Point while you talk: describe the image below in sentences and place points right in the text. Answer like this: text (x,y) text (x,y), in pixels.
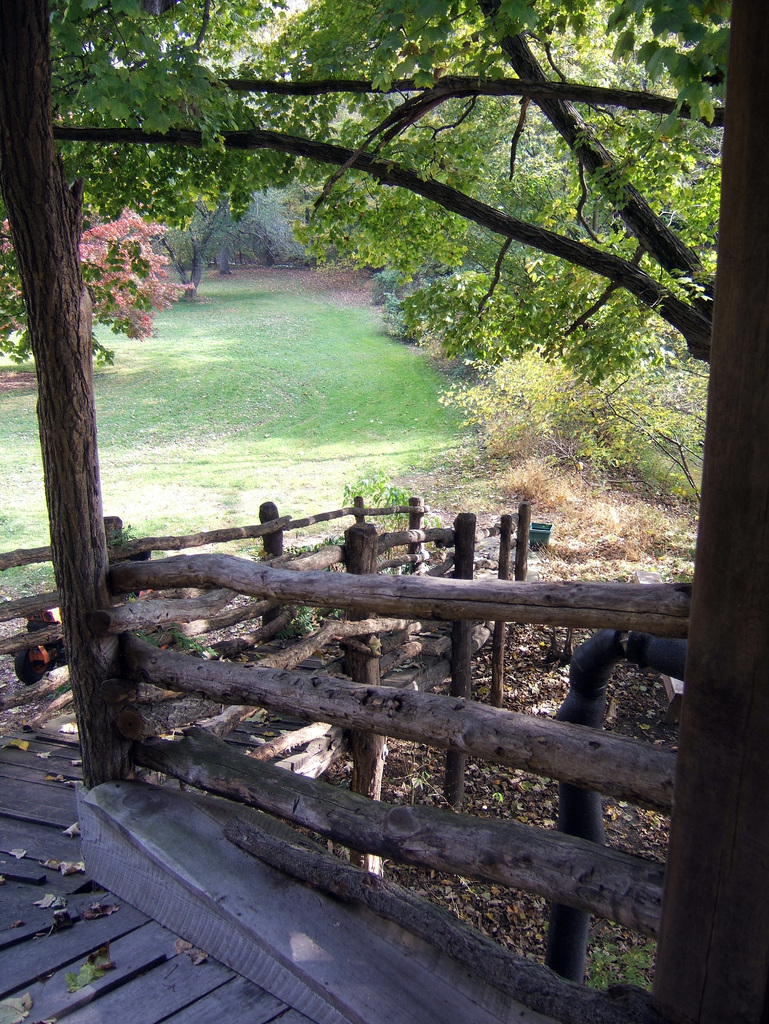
In this image I can see the wooden way (149,934) and the railing (269,694) to the side. In the back (335,268) there are many trees (404,171) and I can see some flowers (99,235) to one of the tree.
